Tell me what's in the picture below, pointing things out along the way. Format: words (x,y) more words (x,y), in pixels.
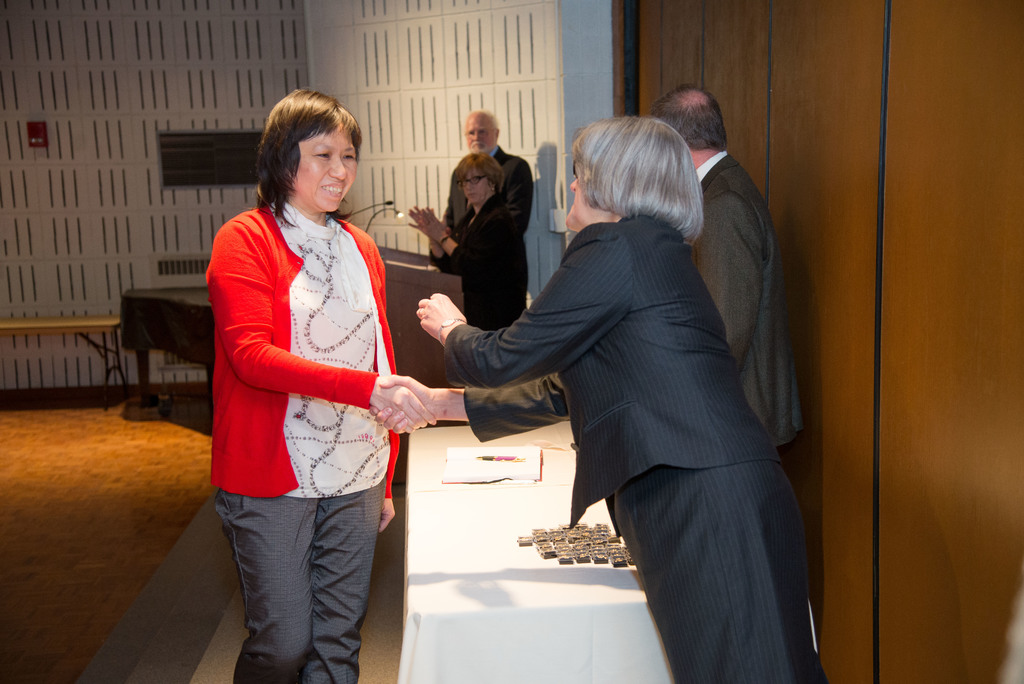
In this image I can see group of people (366,530) standing, the person (577,501) in front (617,490) wearing black color dress (596,495) and the person (310,301) at left (281,282) wearing red jacket (272,295), white shirt (302,318) and gray pant (272,522). Background I can see a pen (503,456) and few papers (473,471) on the table (445,527). I can also see a podium (387,259), two microphones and the wall (420,108) is in white color.
